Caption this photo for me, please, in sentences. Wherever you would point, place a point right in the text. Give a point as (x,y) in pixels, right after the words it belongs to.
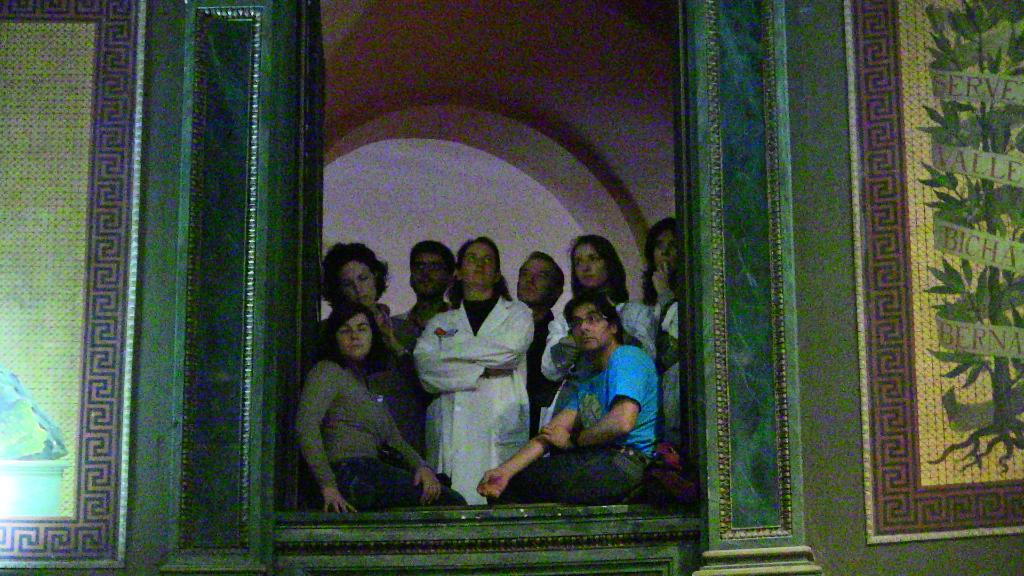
In this picture we can see a man (595,449) and a woman (337,428) sitting. Behind them we can see people (482,278) are standing. This picture is blur.
